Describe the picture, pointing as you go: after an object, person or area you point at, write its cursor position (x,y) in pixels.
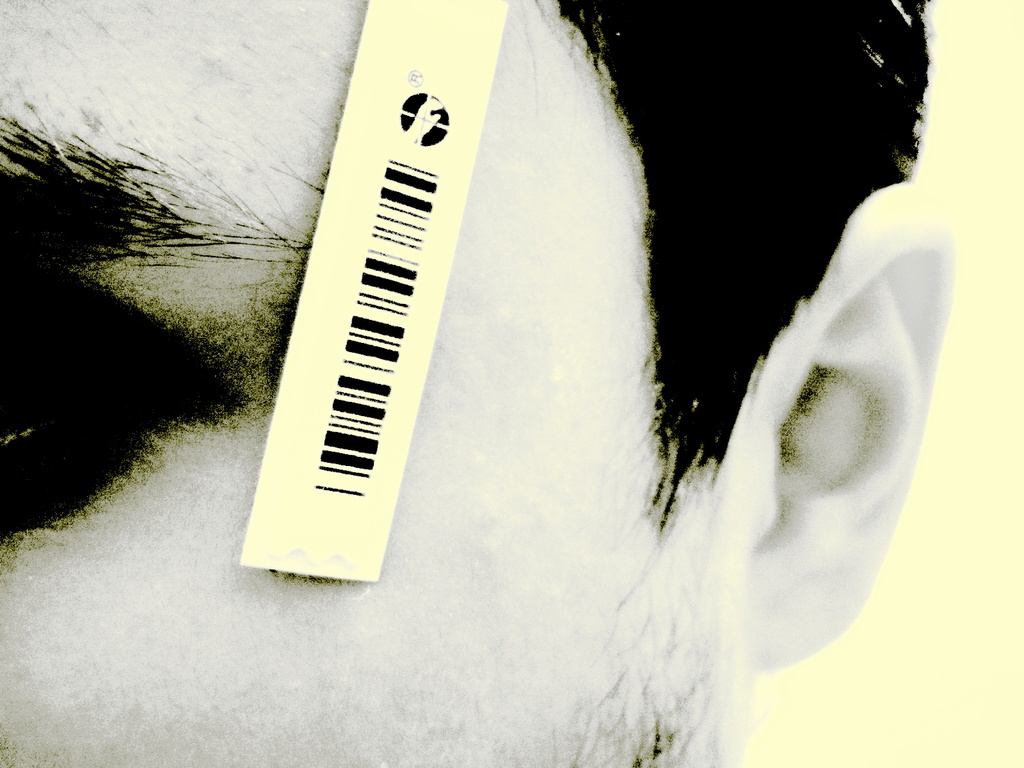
Here in this picture we can see an close up face (118,144) of a person (730,586), which is edited and on that we can see a tag (369,229) with a bar code (424,184) on it over there.
